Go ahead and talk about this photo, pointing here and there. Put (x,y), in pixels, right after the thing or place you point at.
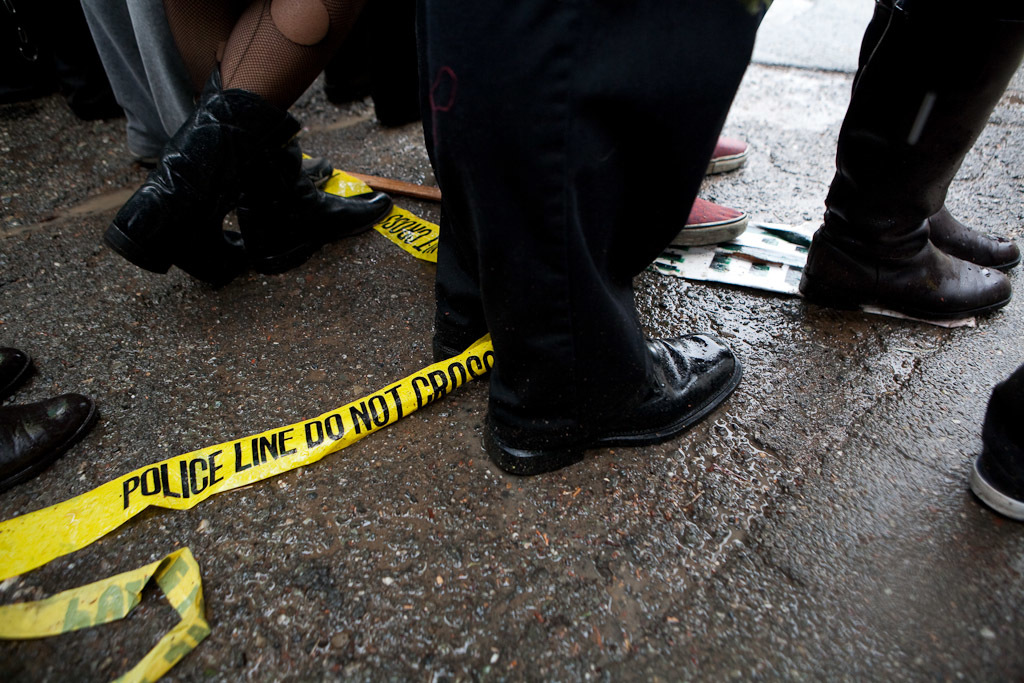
We can see persons legs (1008,46) on the road (380,380).
